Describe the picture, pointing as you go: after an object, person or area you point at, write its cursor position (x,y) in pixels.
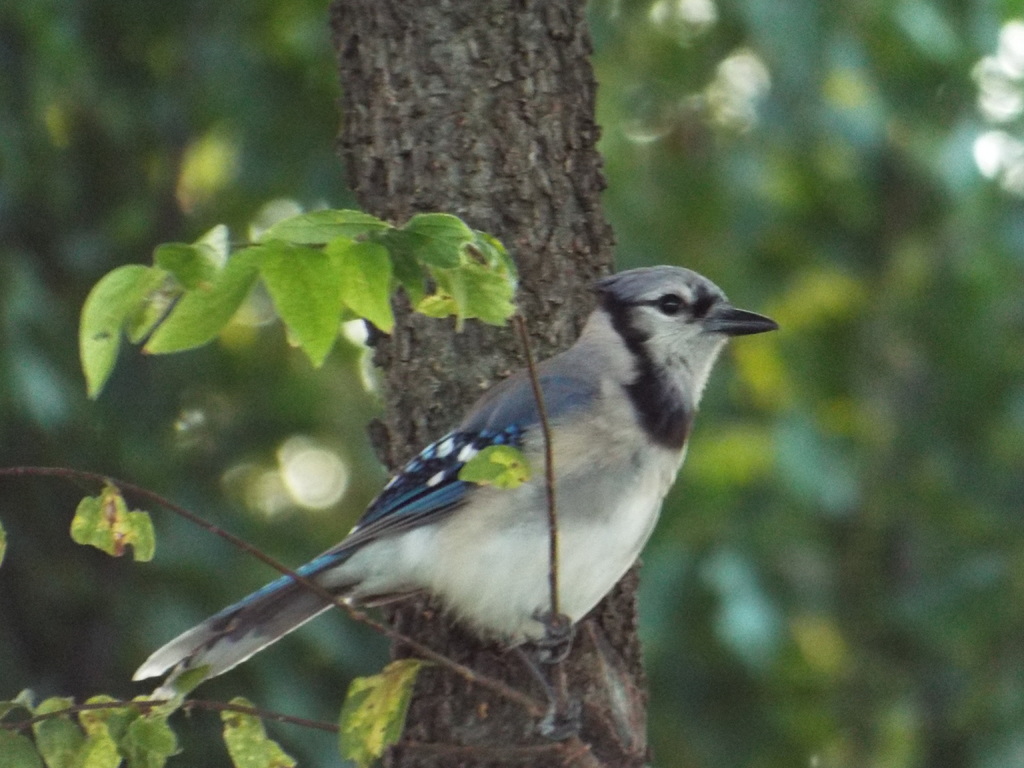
In this image there is a bird (471,610) standing on a stem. We can see the leaves (355,302). There is a branch (489,754) in the middle (549,473). There are trees (627,227) in the background (133,476).
